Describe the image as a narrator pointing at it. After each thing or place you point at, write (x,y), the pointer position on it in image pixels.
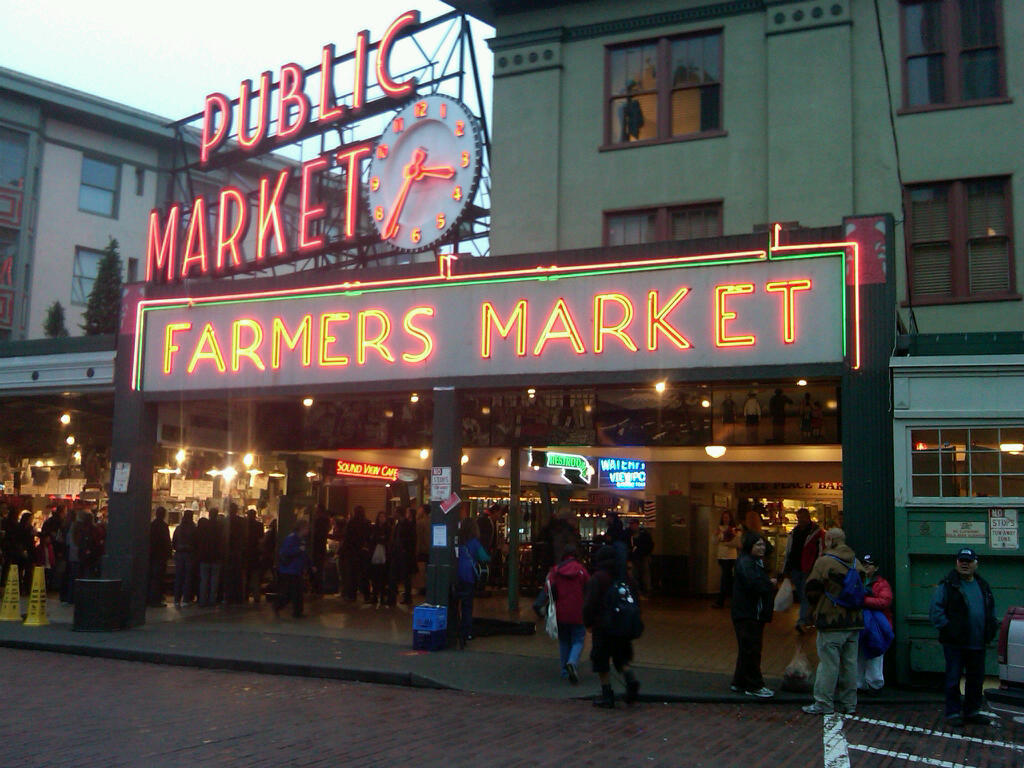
People (572,554) are present. There are buildings (877,376). There is a led board (407,332) on the top (227,247). There is an led hoarding (328,83) and a clock (443,165) beside it. There are trees (107,273) at the left (107,293) back. There is sky (90,59) on the top (189,53).
